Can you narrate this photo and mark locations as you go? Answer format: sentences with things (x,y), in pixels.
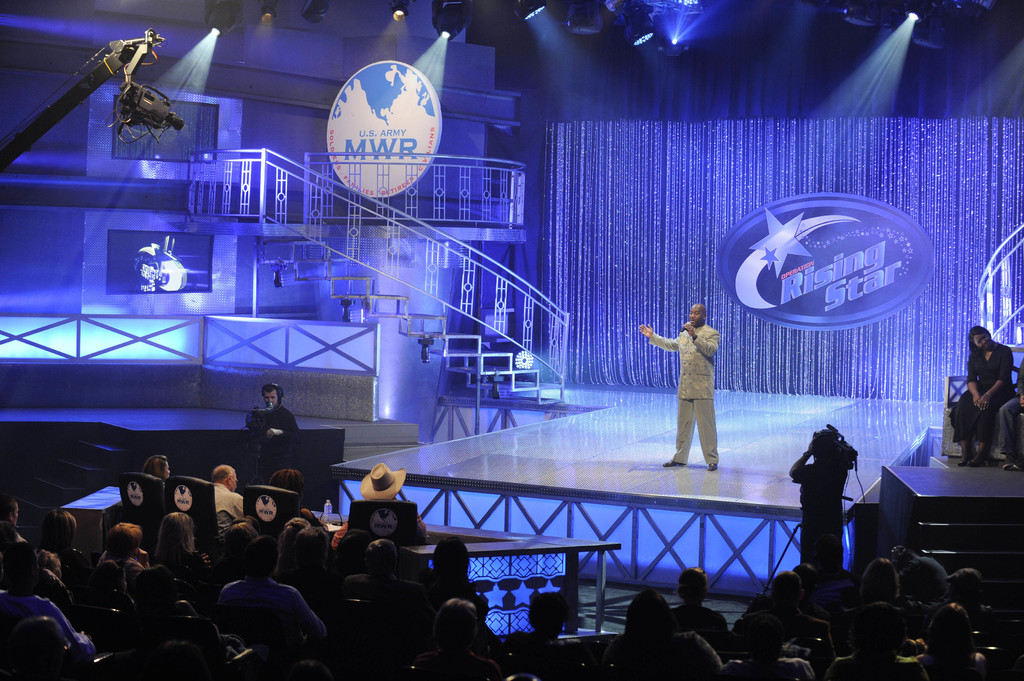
This picture shows few people (460,596) seated on the chairs (565,651) and we see a man (716,348) standing and speaking with the help of a microphone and we see a man (837,465) standing and holding a camera (842,445) and recording.
